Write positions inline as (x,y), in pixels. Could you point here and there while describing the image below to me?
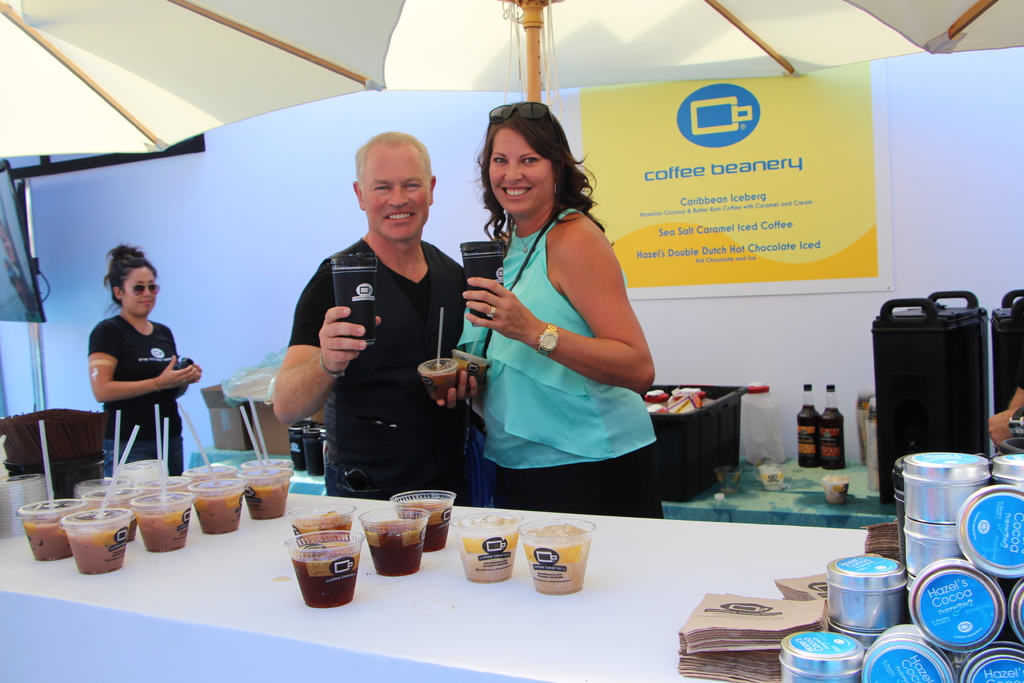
In this picture we can see there are three people (393,385) standing on the path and two people (447,320) are holding some cups (358,287). In front of the people (360,346) there is a table (501,632) and on the table (490,632) there are so many cups (147,468). Behind the people (500,461) there is another table (733,495) and on the table (714,493) there are black cups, bottles (807,415), plastic container (690,433) and other things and a banner (779,193).
